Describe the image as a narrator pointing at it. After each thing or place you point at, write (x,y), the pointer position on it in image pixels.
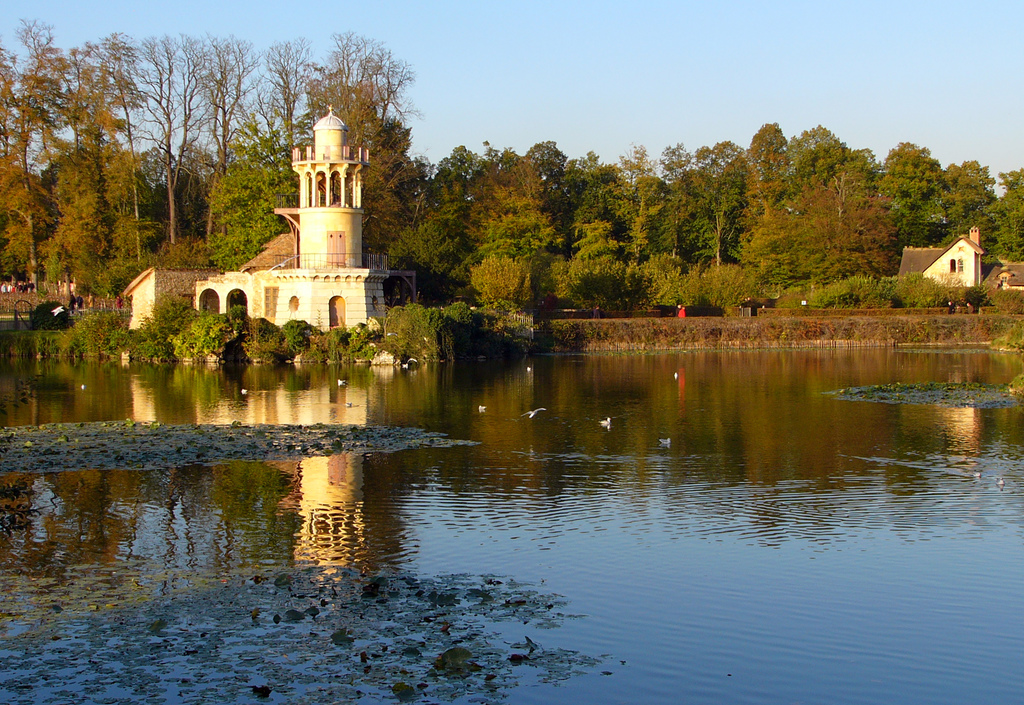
Here we can see water (577,469) and birds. Background (697,229) there are a number of trees (643,219), plants (442,323) and houses (968,248). Sky (809,91) is in blue color.
